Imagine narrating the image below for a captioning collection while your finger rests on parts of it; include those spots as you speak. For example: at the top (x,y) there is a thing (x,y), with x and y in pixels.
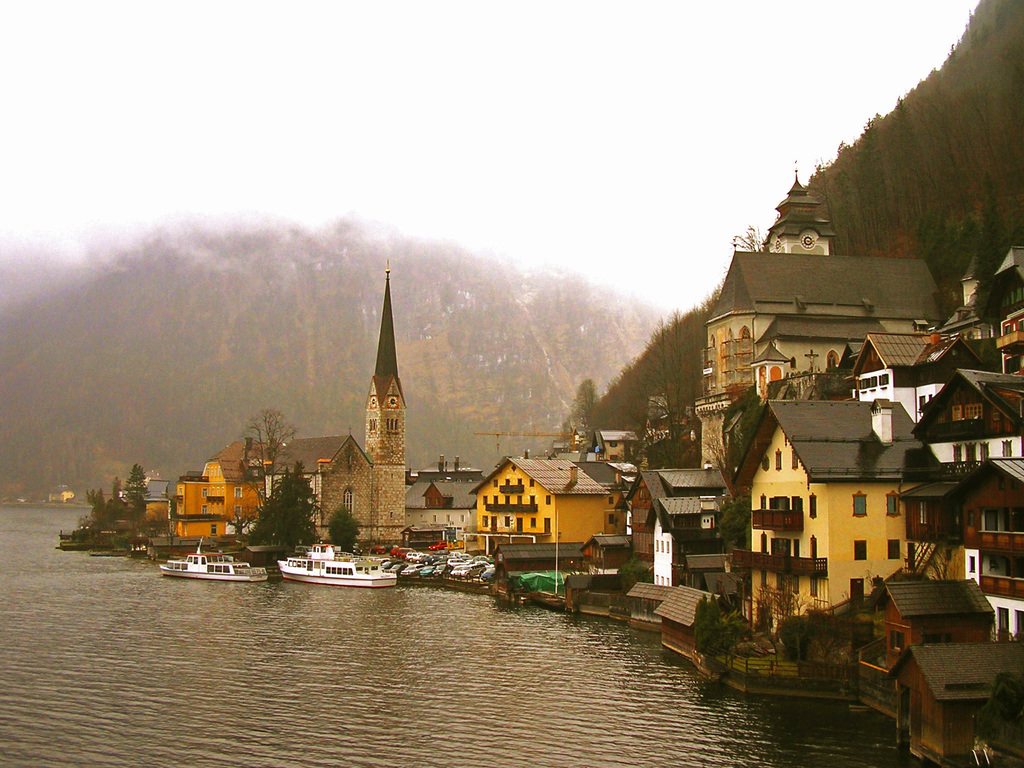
This is an outside view. On the left side (103,659) there is a sea (216,653) and I can see few boats (248,575) on the water (423,667). On the right side (872,478) there are many buildings (702,478) and trees (880,208) and also there are few vehicles (452,558) on the ground (421,553). In the background (214,369) there are many trees (186,339). At the top of the image (410,94) I can see the sky (493,71).
